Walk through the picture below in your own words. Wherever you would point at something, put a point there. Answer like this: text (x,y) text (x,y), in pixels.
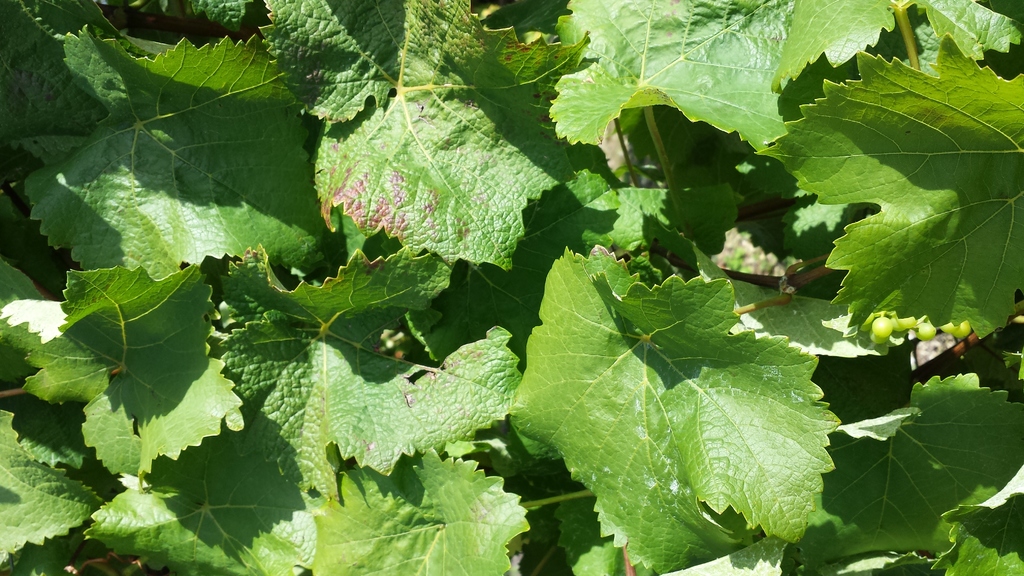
In this picture we can see leaves (398,82).
